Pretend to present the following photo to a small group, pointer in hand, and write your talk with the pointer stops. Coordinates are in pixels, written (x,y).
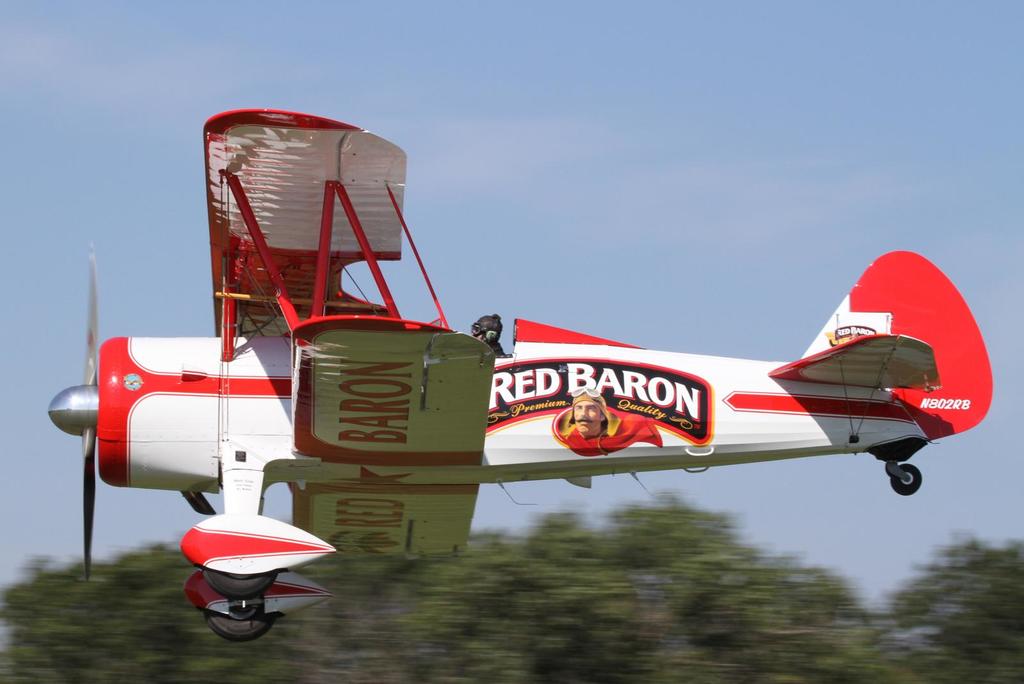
In this picture we can see an aircraft (397,431), at the bottom (576,648) there are some trees (675,648), we can see the sky (598,113) at the top of the picture (594,96).
